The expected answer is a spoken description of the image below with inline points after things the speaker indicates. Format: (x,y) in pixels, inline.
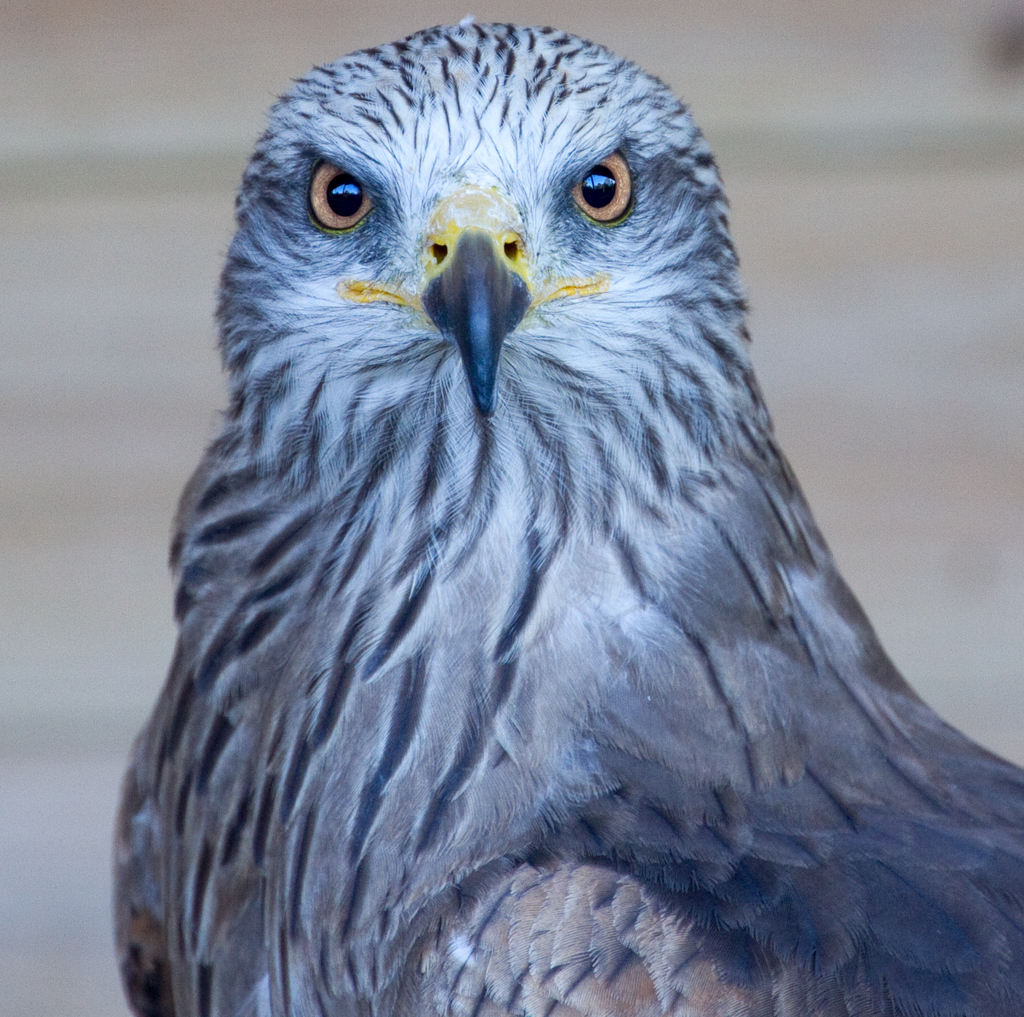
In this picture there is a bird (417,86) in the foreground (438,543). At the back (50,766) the image is blurry and the bird (589,725) is in blue and in white color.
